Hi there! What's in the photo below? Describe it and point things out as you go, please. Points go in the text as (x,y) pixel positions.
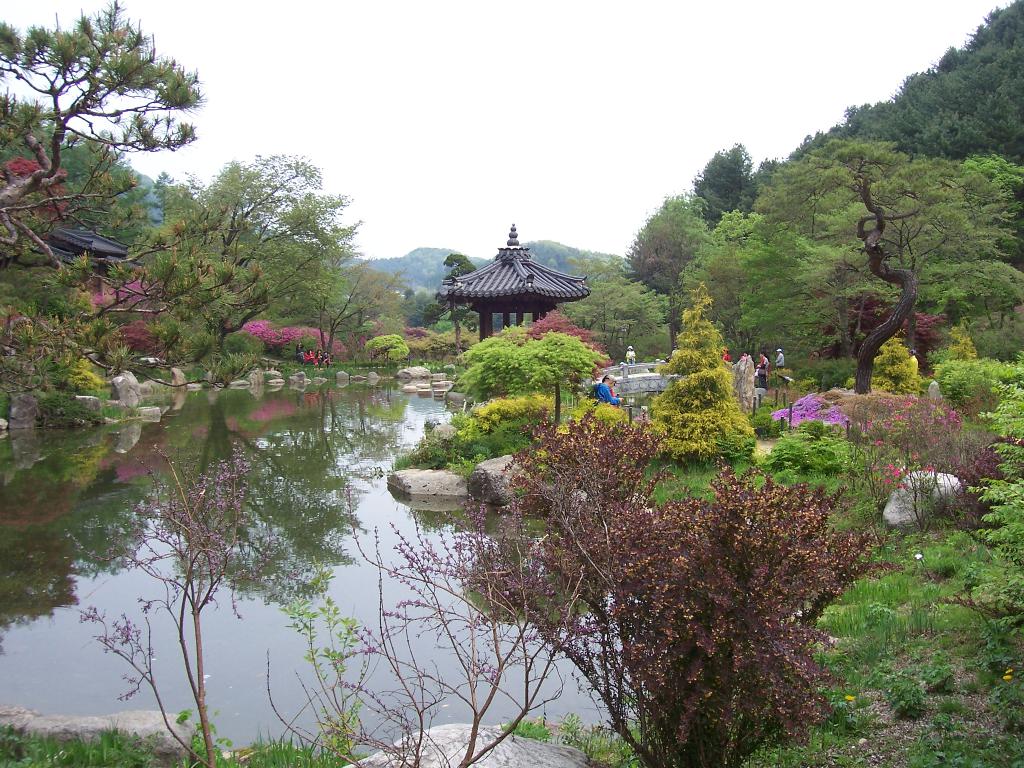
On the right side of the picture (837,482), we see trees (1004,528) and grass (917,612). At the bottom of the picture (224,633), we see water (335,540) and stones (408,477). This water (165,496) might be in the pond (394,456). In the middle of the picture (455,279), we see a Chinese architecture (481,281). Beside that, we see people (780,369) are standing. There are trees (618,264) in the background (787,195). At the top of the picture (601,124), we see the sky (482,65).
